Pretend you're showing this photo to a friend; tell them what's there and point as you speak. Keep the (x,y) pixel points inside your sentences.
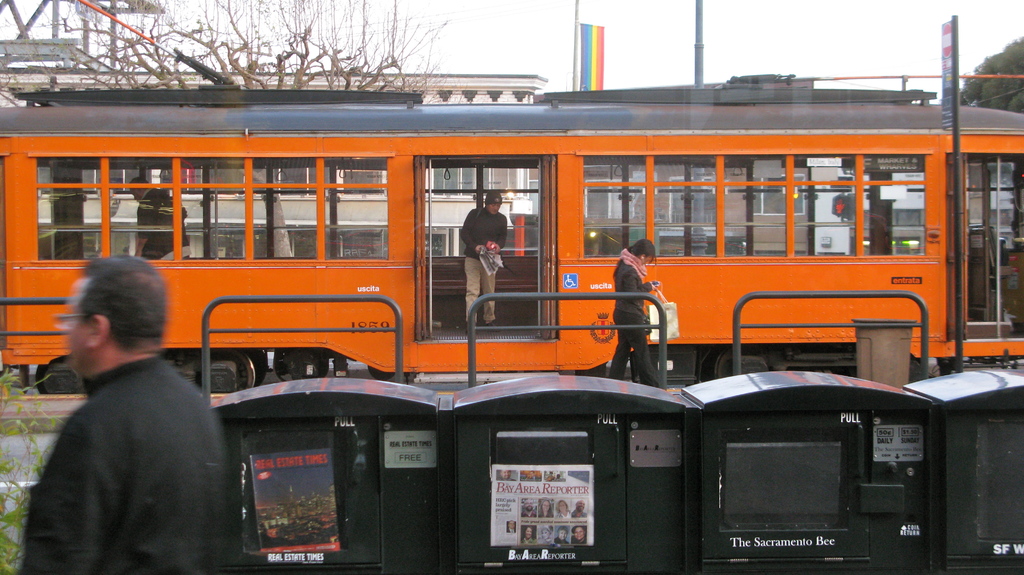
In the picture I can see people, a train (422,322) on the railway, trees (1015,73), fence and some other objects (531,476) on the ground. In the background (924,64) I can see the sky (709,65), banner (594,67), and some other objects (575,32).
